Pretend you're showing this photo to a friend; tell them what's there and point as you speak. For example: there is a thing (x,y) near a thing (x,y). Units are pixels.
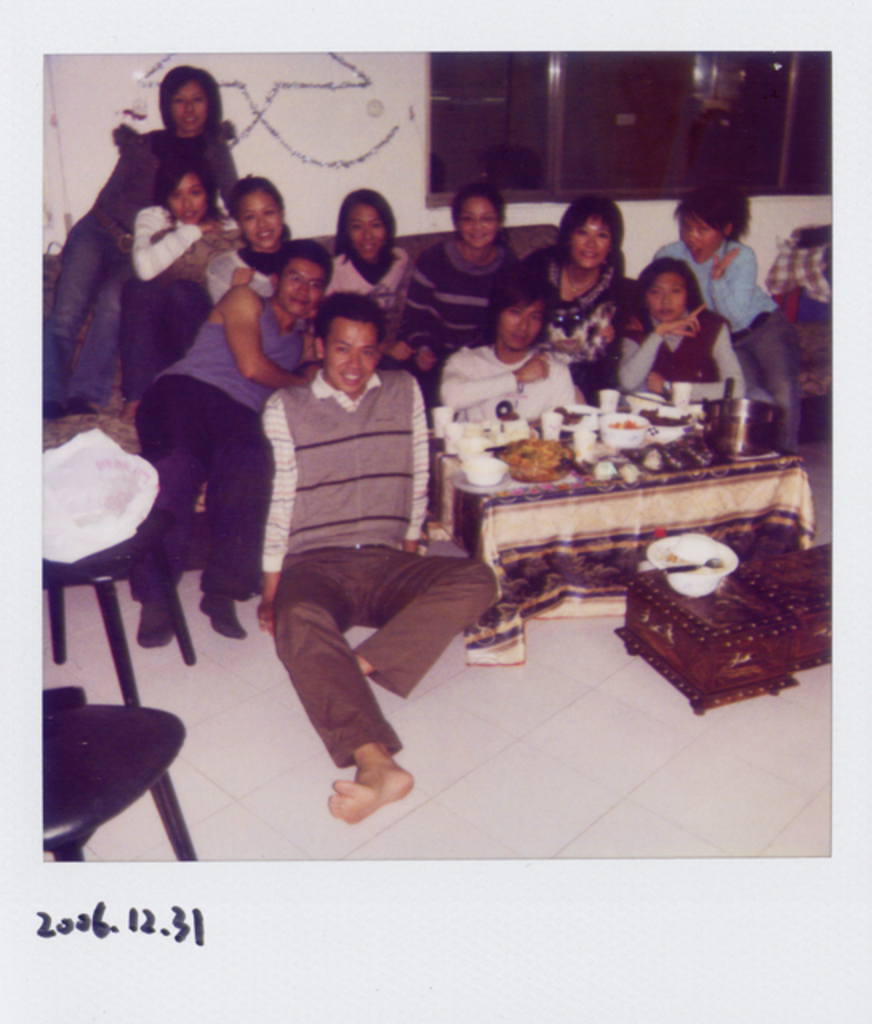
In this picture we can see group of people (457,339), few people (457,339) seated on the sofa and few (364,328) are seated on the floor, in front of them we can find bowls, glasses (448,423) on the table (546,514).
